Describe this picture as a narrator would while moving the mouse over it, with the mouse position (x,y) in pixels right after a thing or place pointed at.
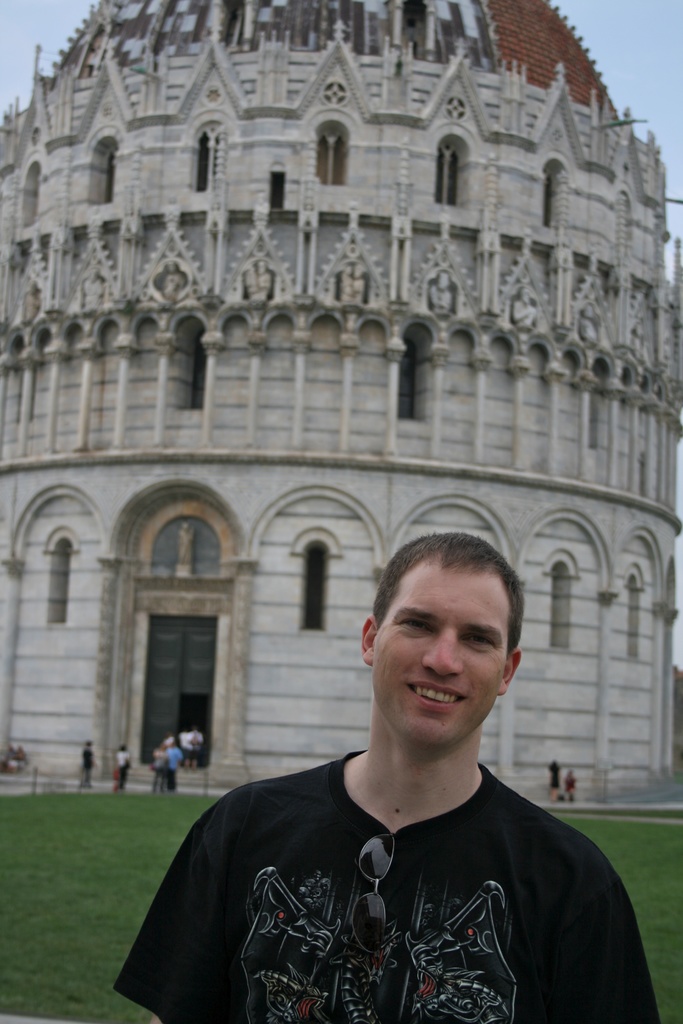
In this image we can see a man (464,886) smiling. He is wearing a black shirt (431,881). In the background (329,586) there is a tower (399,462) and we can see people (571,775). At the top (661,53) there is sky (66,45).
